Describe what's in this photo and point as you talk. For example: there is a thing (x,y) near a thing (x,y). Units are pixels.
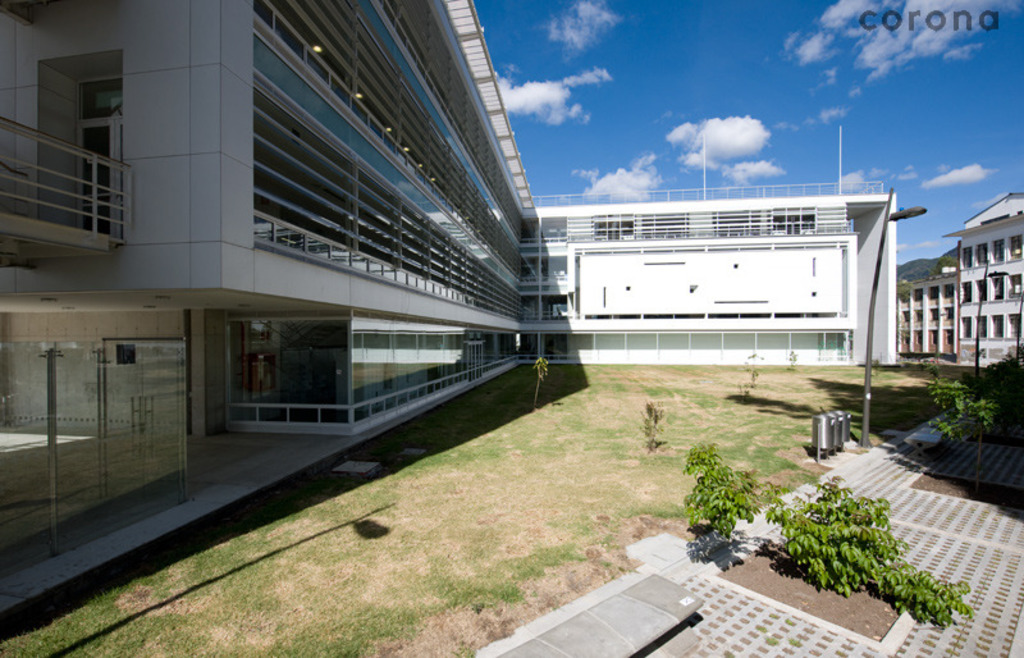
In this image we can see sky (734,99) with clouds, buildings (792,245), poles (870,383), street lights (870,325), street poles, bins (832,427), ground (700,536) and plants (877,524).
